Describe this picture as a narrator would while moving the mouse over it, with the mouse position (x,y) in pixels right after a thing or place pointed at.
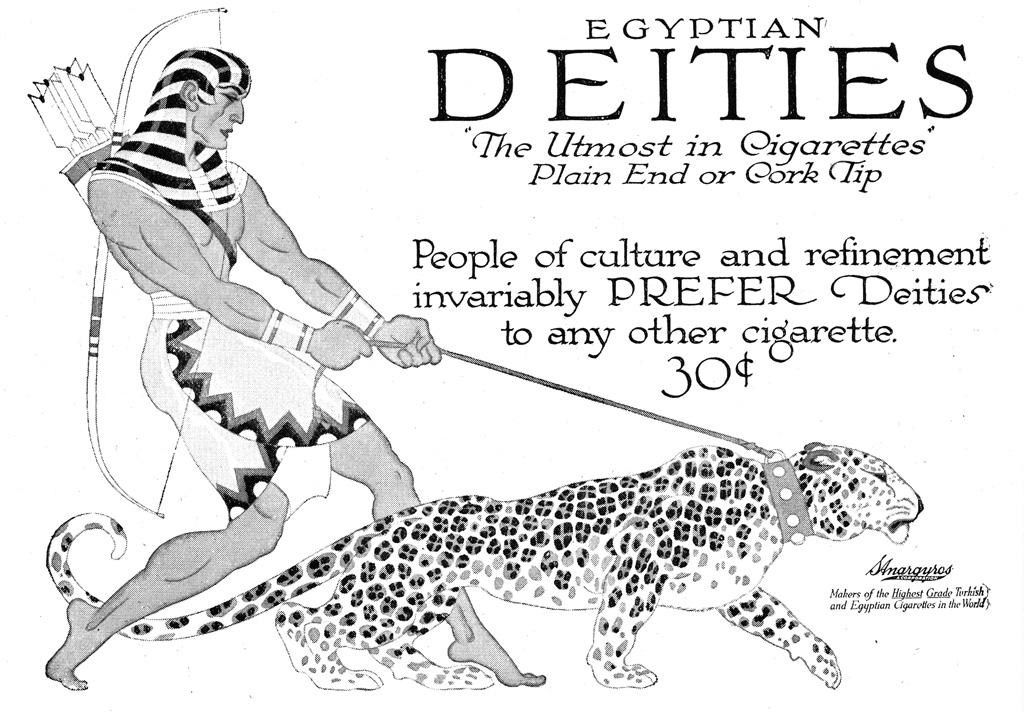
In this image we can see an advertisement (367,129).
